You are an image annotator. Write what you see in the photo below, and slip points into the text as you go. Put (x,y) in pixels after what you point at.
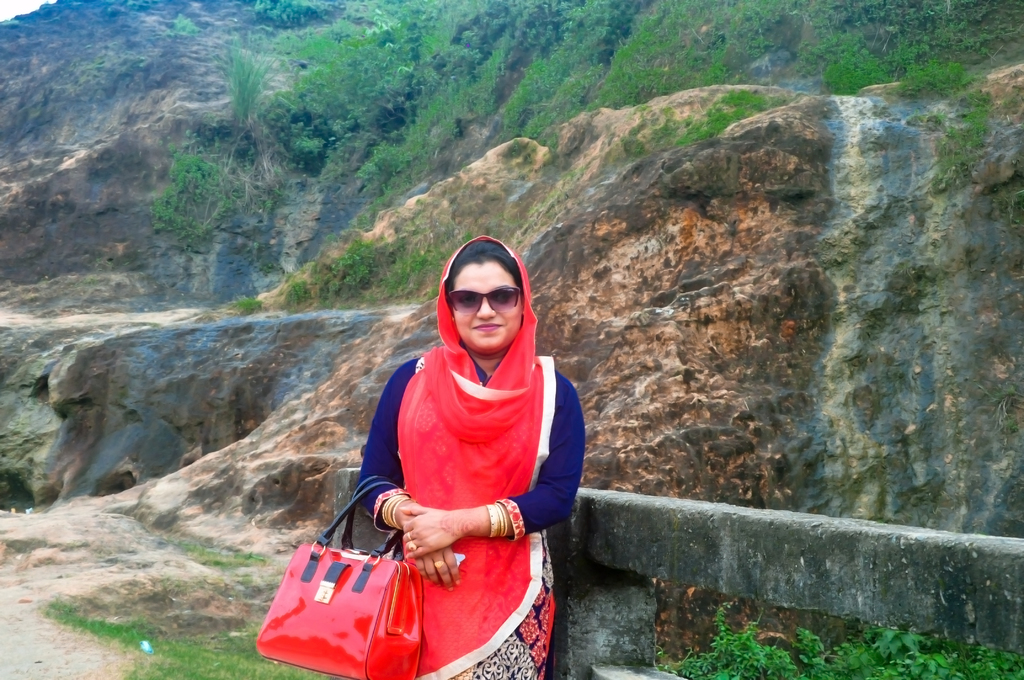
This is the woman (442,534) standing and smiling. She is holding red handbag (359,612). She wore red dupatta (446,460) with blue dress (551,460) and goggles (515,296). At background (462,120) I can see small plants (390,113). This looks like a hill (655,162).
